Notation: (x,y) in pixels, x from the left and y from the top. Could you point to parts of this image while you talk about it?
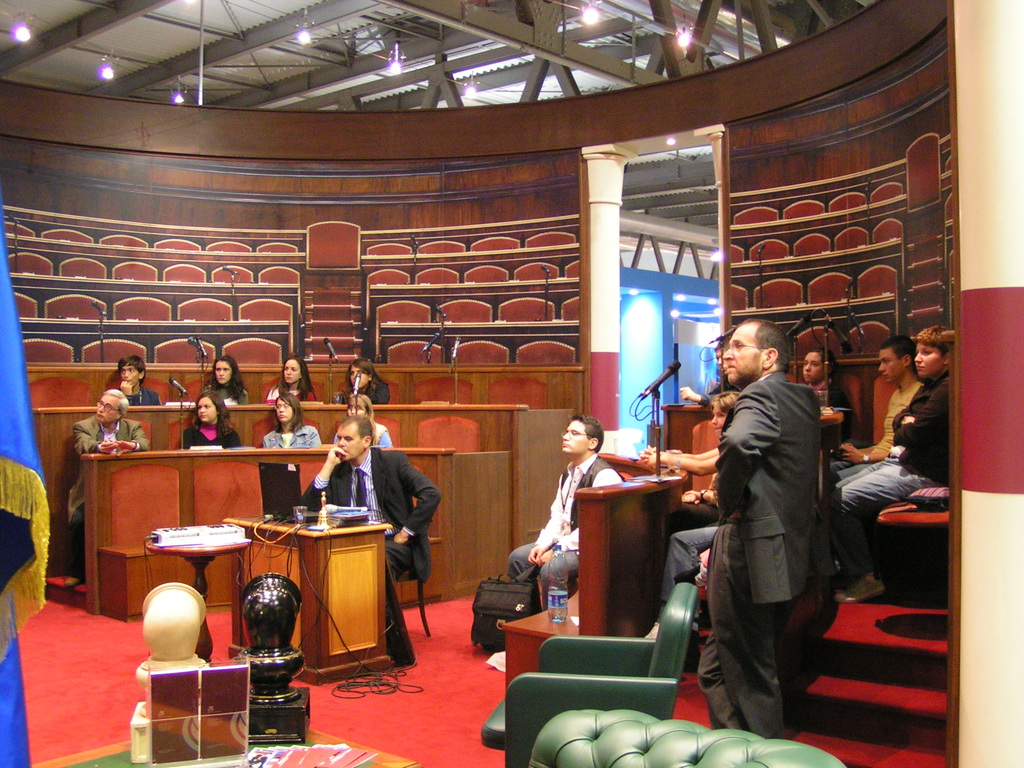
This image is clicked in an auditorium (524,476). There are people (300,392) sitting on the chairs (200,387) at the tables (65,462). On the table (166,449) there are papers (220,446) and microphones (336,360). In the center (369,499) there is a man (414,559) sitting on the chair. In front of him there is a table (318,551). On the table (333,551) there are books (338,514), a laptop (293,495) and a trophy (326,525). In front of it there is another table (210,551). There is a projector (216,536) on the table (224,548). To the right (736,515) there is a man (733,534) standing. In front of him there are couches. To the left (25,578) there is a flag (23,554). At the top (223,58) there are lights (179,98) to the ceiling (524,25).
